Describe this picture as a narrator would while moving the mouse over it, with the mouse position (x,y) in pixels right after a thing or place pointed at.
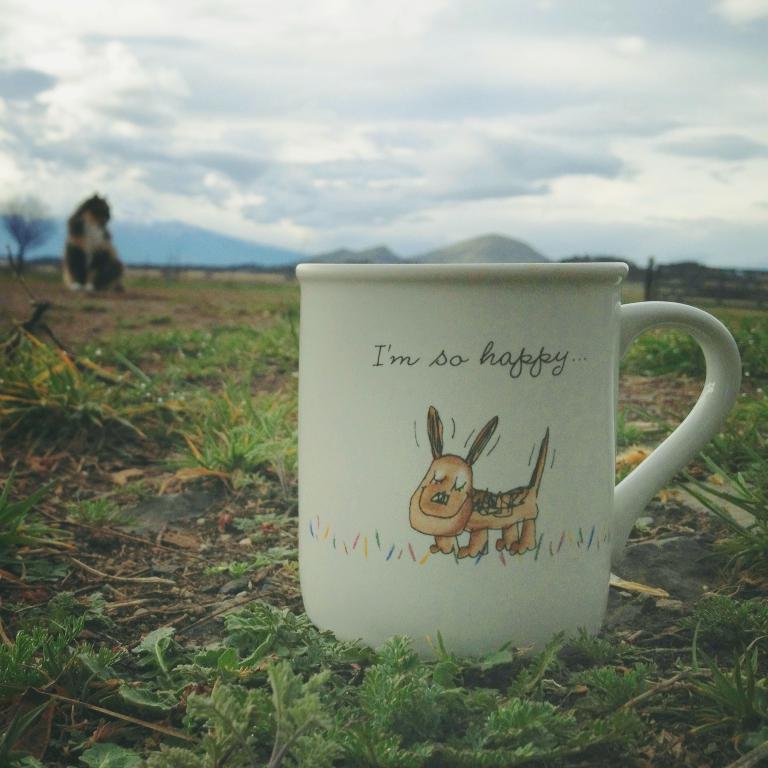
In this image I can see a white colored cup (370,448) with an animal painting (480,442) on it on the ground (434,761). I can see some grass (450,714) on the ground (284,624) and an animal (87,263) which is black and cream in color. In the background (152,261) I can see a tree (21,252), few mountains (140,236) and the sky (520,160).
